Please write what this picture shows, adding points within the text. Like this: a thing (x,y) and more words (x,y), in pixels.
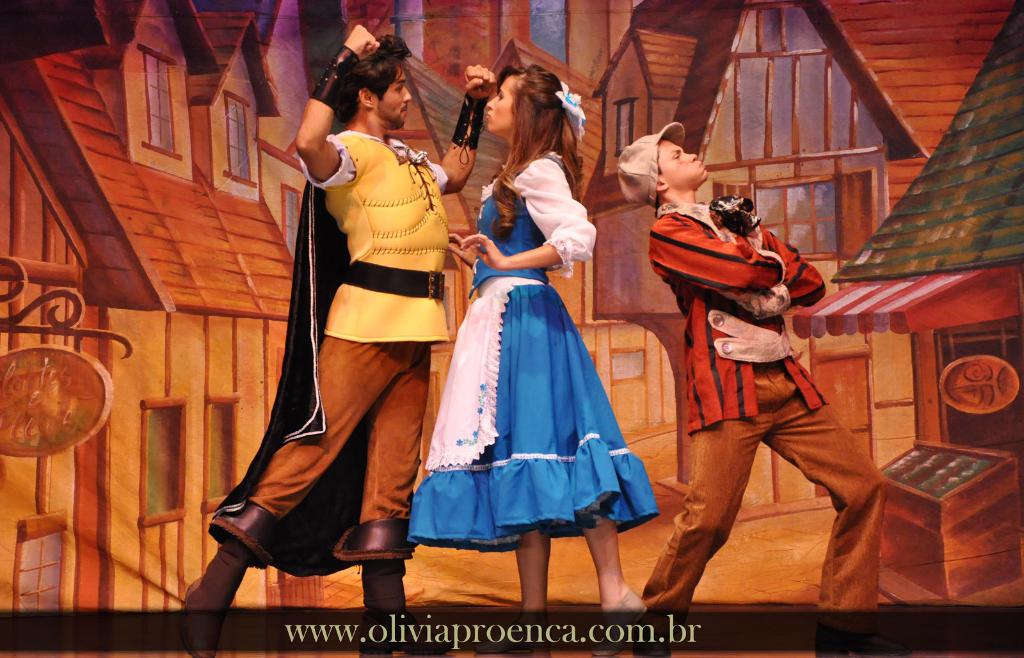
In this image I can see three people (542,393). In the background (239,199), I can see the painting (251,155) of the houses (935,292).
